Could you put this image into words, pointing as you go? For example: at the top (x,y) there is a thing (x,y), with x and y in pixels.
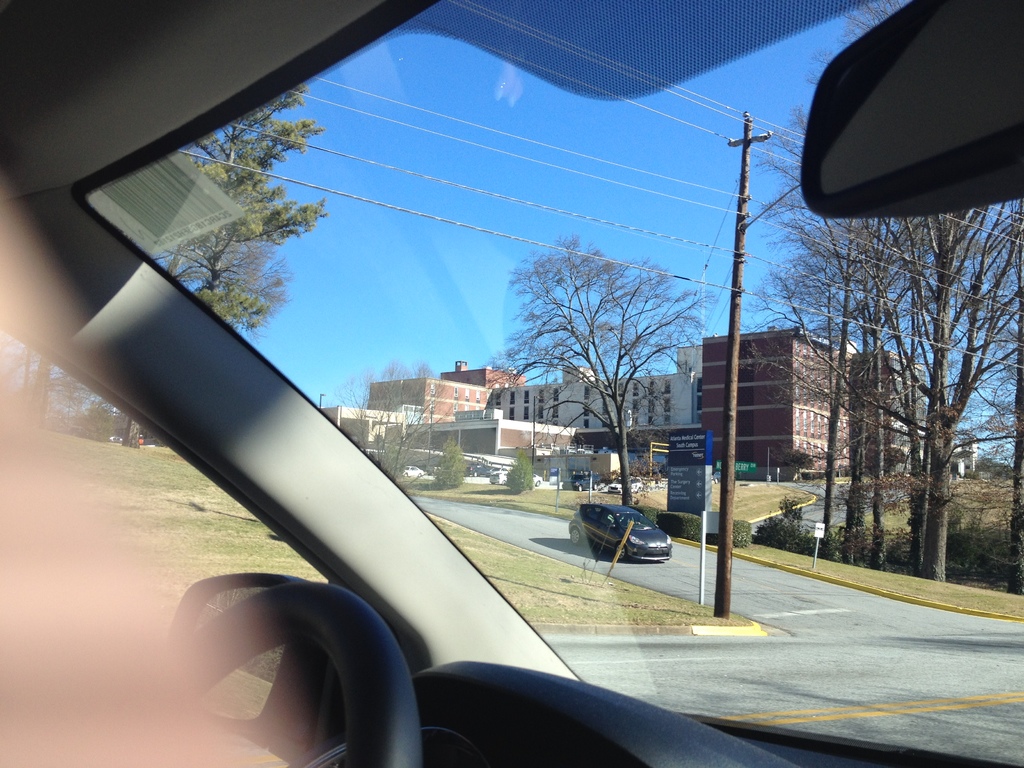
In this picture we can see view from the vehicle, in which we can see a vehicle (656,533) on the road (793,656), behind we can see some buildings (535,448), trees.
